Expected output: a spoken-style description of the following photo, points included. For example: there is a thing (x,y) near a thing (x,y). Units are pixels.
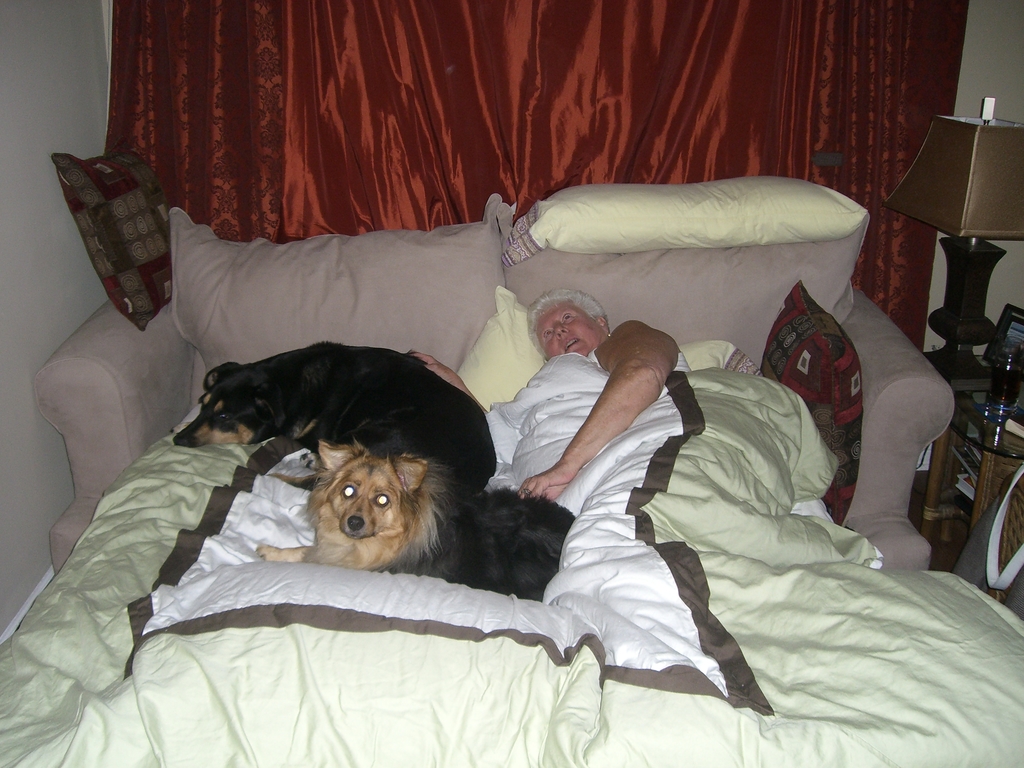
As we can see in the image there is a white color wall (54,202), curtains (690,20), lamp (998,189), sofa (509,279), bed sheets (427,662), two dogs (403,497) and a woman (620,404) sleeping.
